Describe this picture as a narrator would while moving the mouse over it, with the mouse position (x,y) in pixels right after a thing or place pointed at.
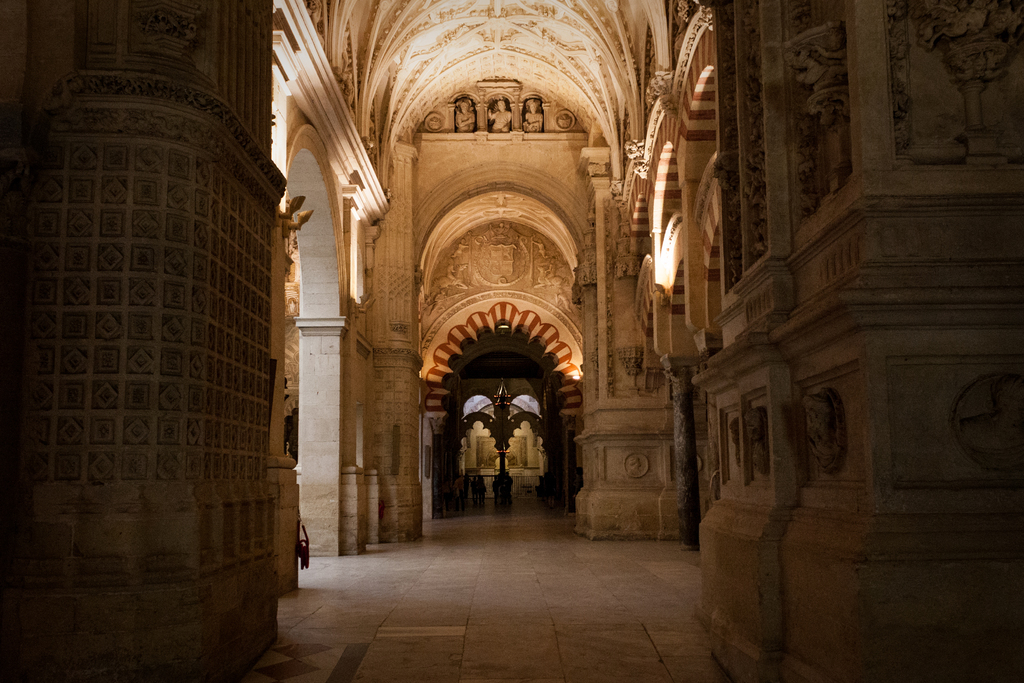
In this picture I can see inner view of a building (643,318) and I can see light (661,257) and few sculptures (497,246) on the walls (523,99) and on the ceiling (467,51).
